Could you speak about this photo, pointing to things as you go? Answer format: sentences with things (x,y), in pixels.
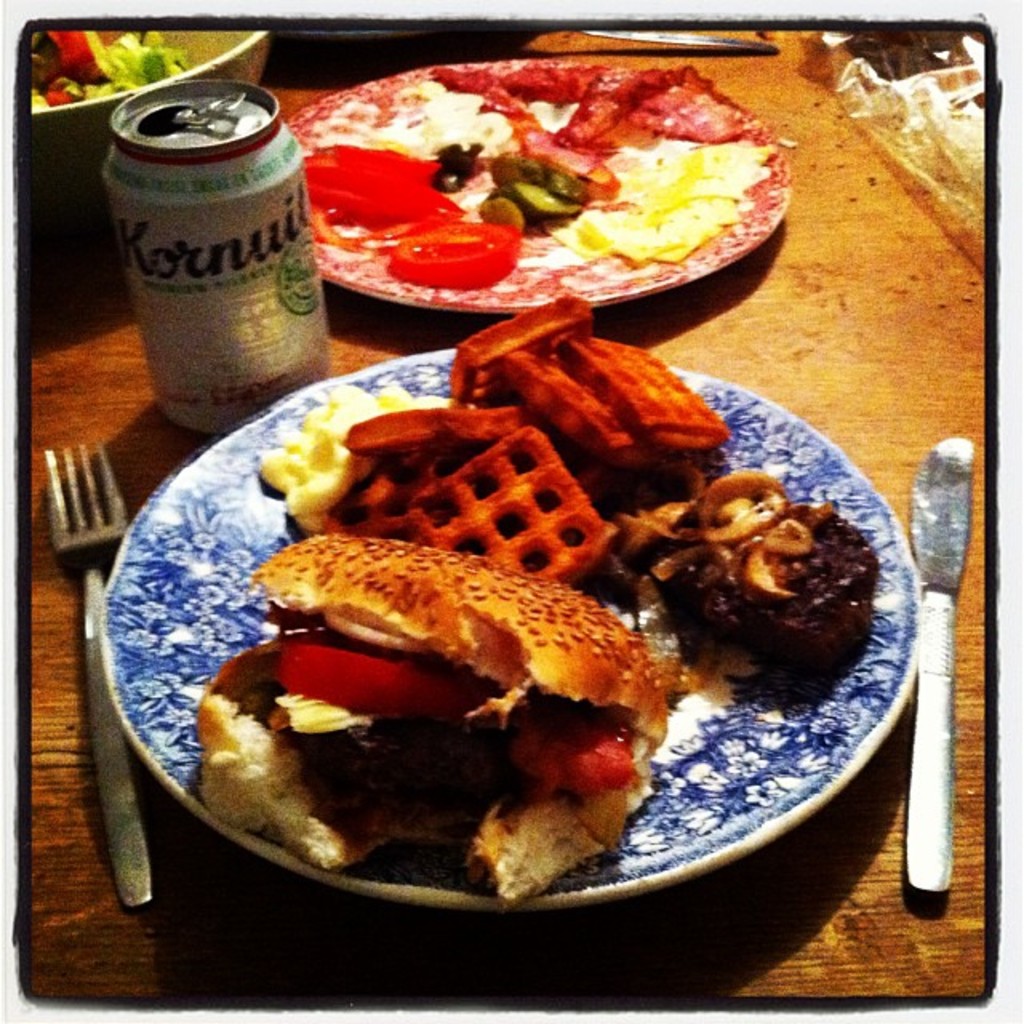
In this image we can see the food items (682,396) in two different plates (526,235) and one bowl (112,59). We can also see the tin (202,317), fork (53,466) and a butter knife (946,655) on the wooden surface (880,489) and the image has borders (5,822).
